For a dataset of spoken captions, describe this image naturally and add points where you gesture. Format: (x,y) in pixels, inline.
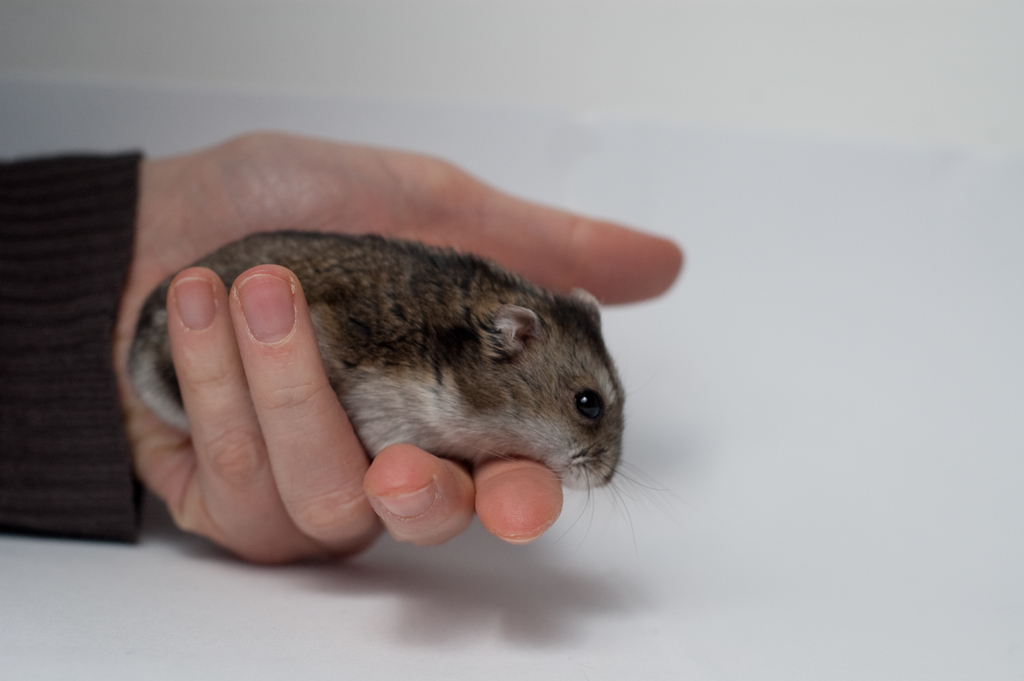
In this image we can see the hand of a person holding a hamster (437,358).
